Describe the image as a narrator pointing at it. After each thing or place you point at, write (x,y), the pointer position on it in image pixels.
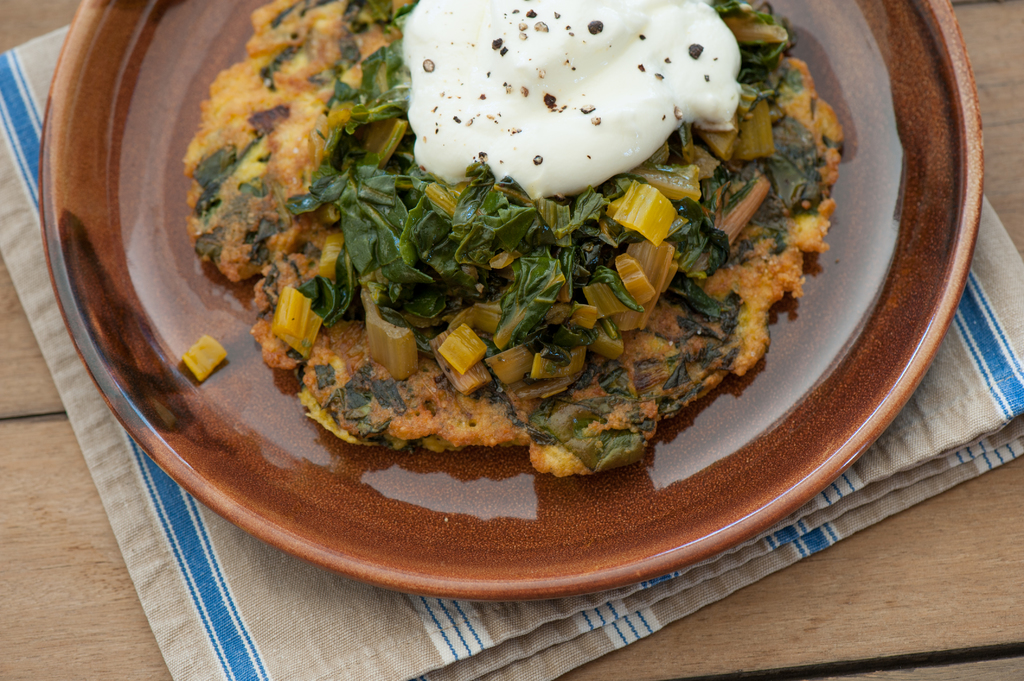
In this picture we can see a plate (724,544) and a cloth (945,461) here, at the bottom (908,595) there is a wooden surface (887,617), we can see some food (639,451) in this plate (670,549).
